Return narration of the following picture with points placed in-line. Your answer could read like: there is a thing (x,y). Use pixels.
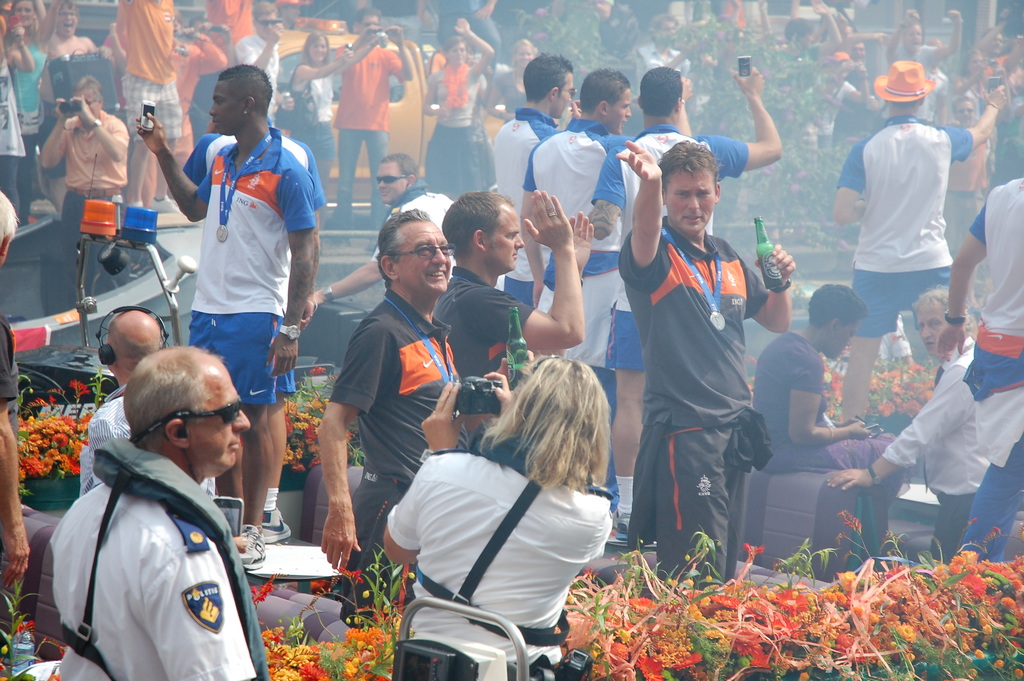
In this picture we can see a group of people (692,348), some people (678,359) are holding bottles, some people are holding cameras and some people (609,350) are holding some devices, here we can see decorative flowers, plants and some objects (51,238).
